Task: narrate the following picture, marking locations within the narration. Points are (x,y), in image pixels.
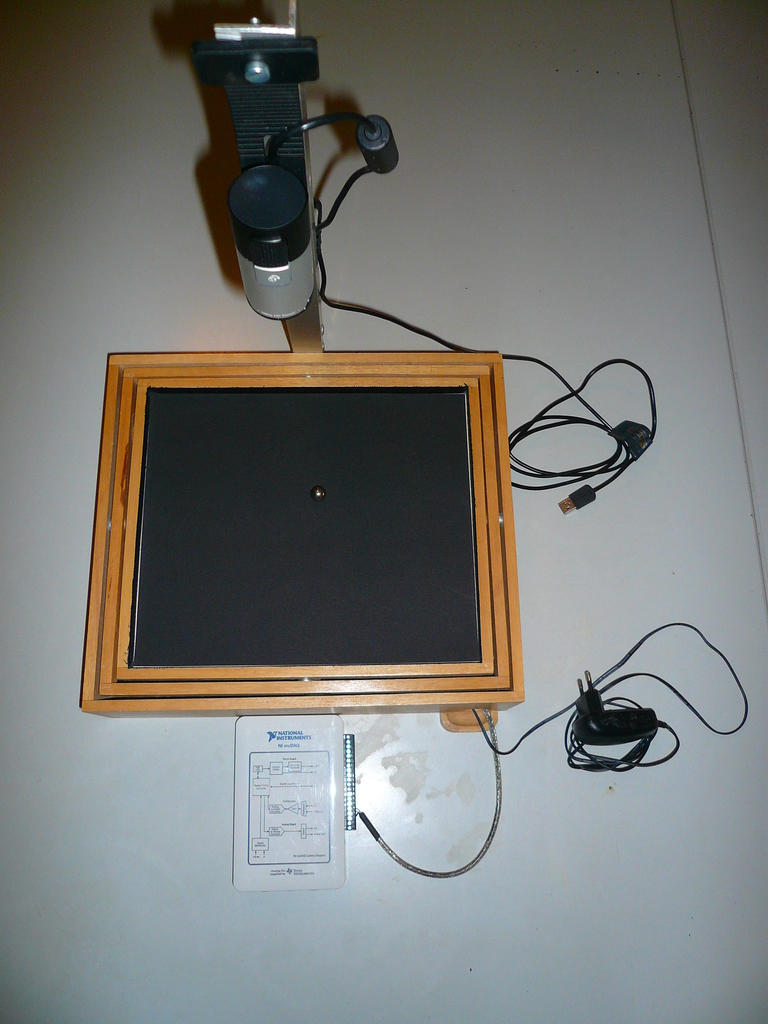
In this image we can see an object (351,611) which is in black color, here we can see the wires (679,693) which are placed on the white color surface (140,317).
